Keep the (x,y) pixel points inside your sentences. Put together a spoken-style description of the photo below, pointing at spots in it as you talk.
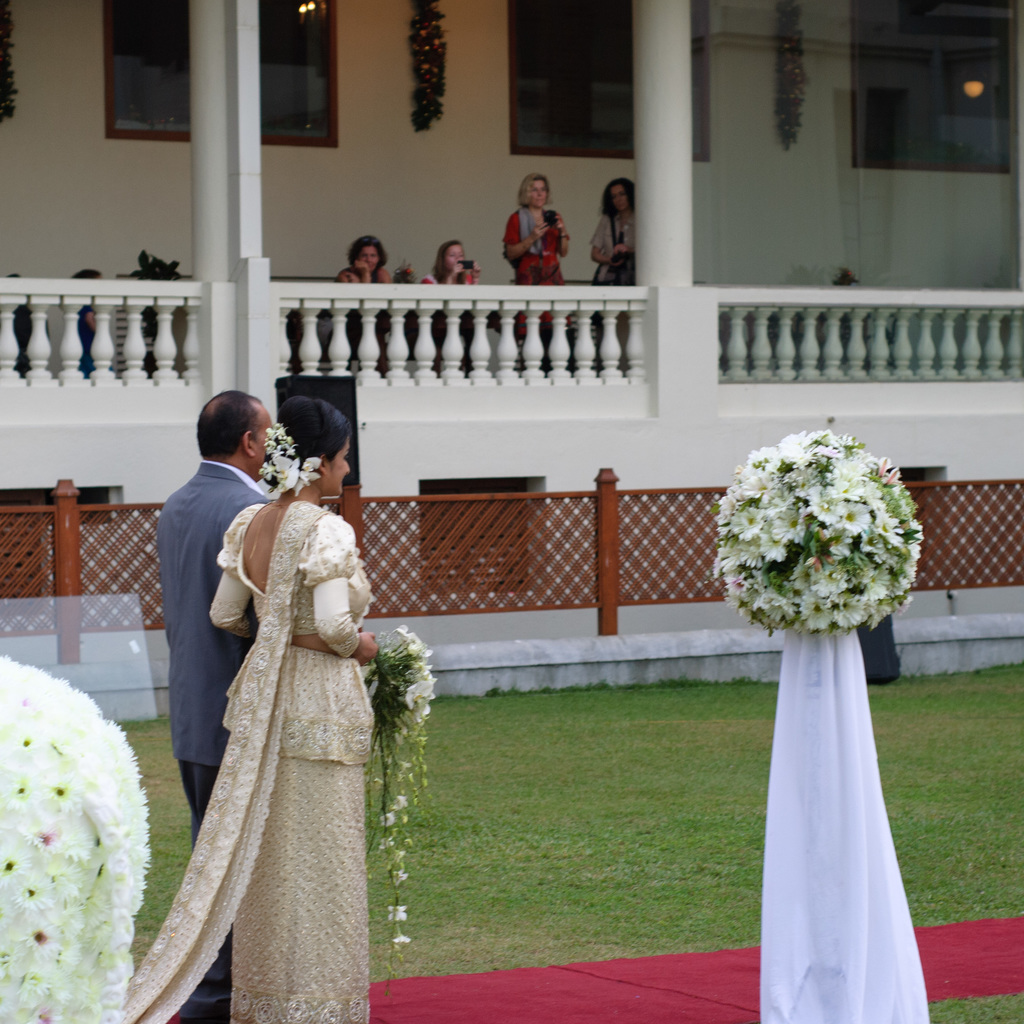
In this picture we can see there are two people (258,774) standing on the carpet (464,1003) and the woman (321,645) is holding the flower bouquet (402,652). On the right side of the people (242,668) there are poles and a white cloth (809,786). Behind the people (249,541) there are the fence (571,567) and pillars (229,75). Some people (359,250) are sitting and some people (516,254) are standing in the balcony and behind the people (625,210) there is a wall (424,207) with the windows (631,71) and decorative plants (785,71).
